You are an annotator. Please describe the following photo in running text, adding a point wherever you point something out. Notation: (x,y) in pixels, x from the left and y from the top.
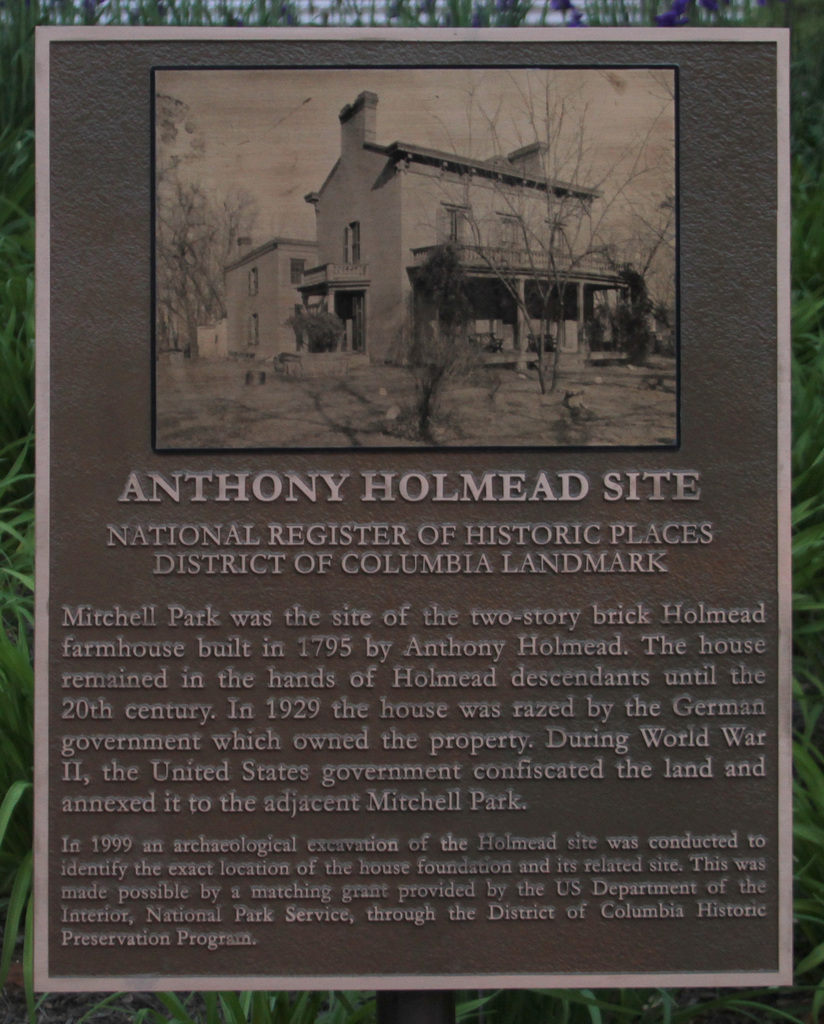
In this image we can see a picture (338,154) and texts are on a board (386,568). In the background (795,309) we can see the plants (549,24).
